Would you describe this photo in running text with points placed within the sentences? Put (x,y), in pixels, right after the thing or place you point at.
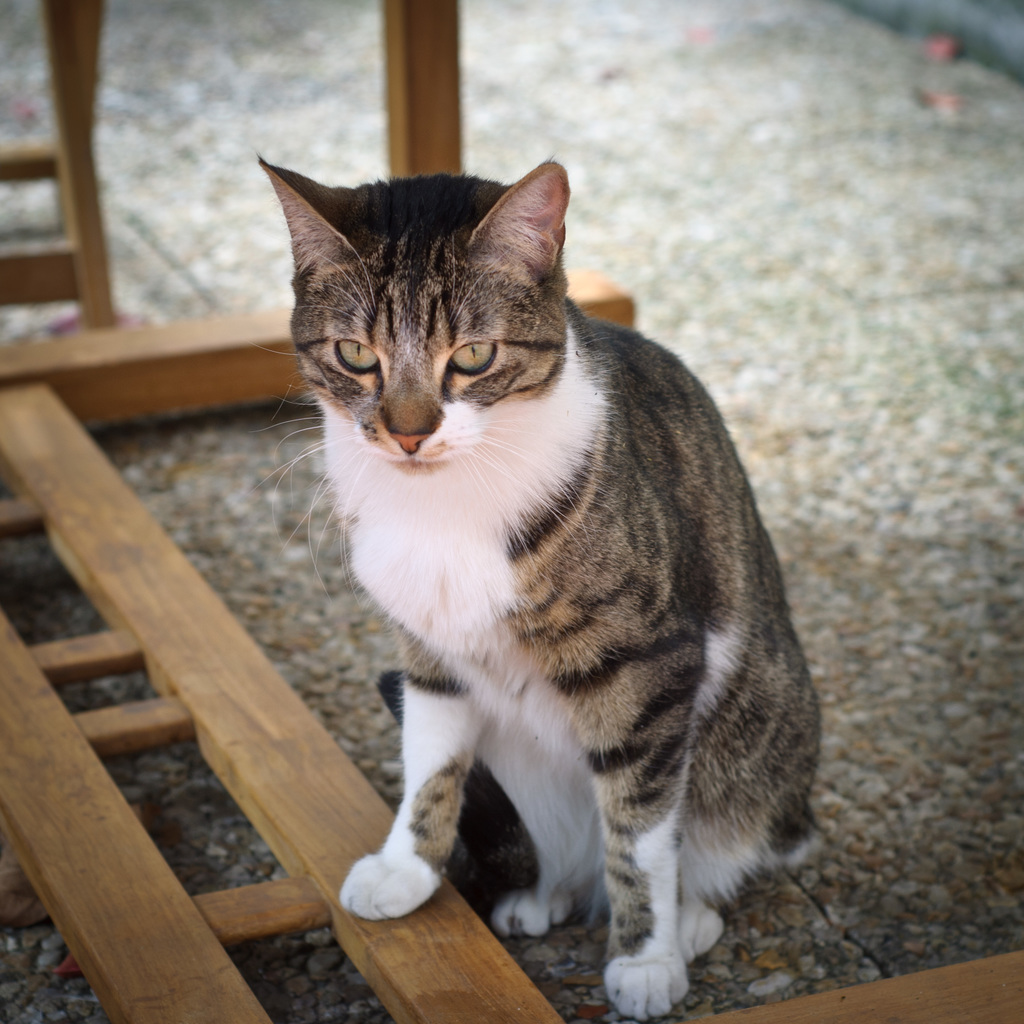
In this image we can see one cat (639,827) sitting on the floor (170,116), some wooden objects (112,726) on the floor (896,116), three small pink objects (950,93) on the floor (849,50) and the background (979,104) is blurred.
